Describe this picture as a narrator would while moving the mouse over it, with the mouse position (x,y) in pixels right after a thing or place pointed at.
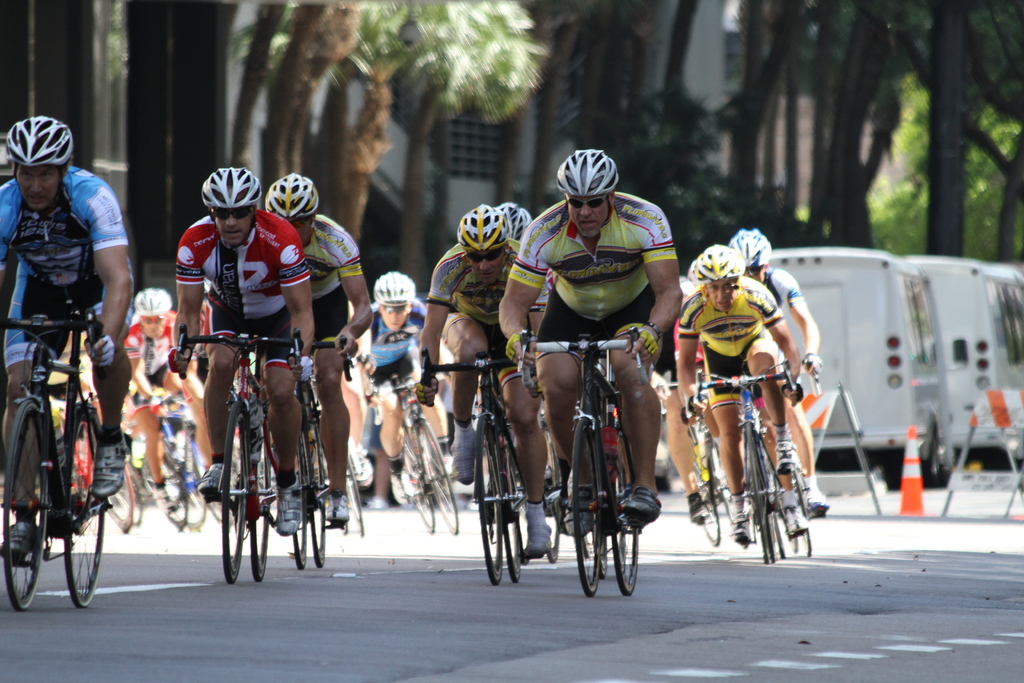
In this image there are a few people (770,325) riding their bicycles (49,416) on the road (247,644), there are few rods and traffic cones (913,449), behind that there are a few vehicles (892,309) parked. In the background (742,29) there are trees (510,43) and buildings (46,21).
